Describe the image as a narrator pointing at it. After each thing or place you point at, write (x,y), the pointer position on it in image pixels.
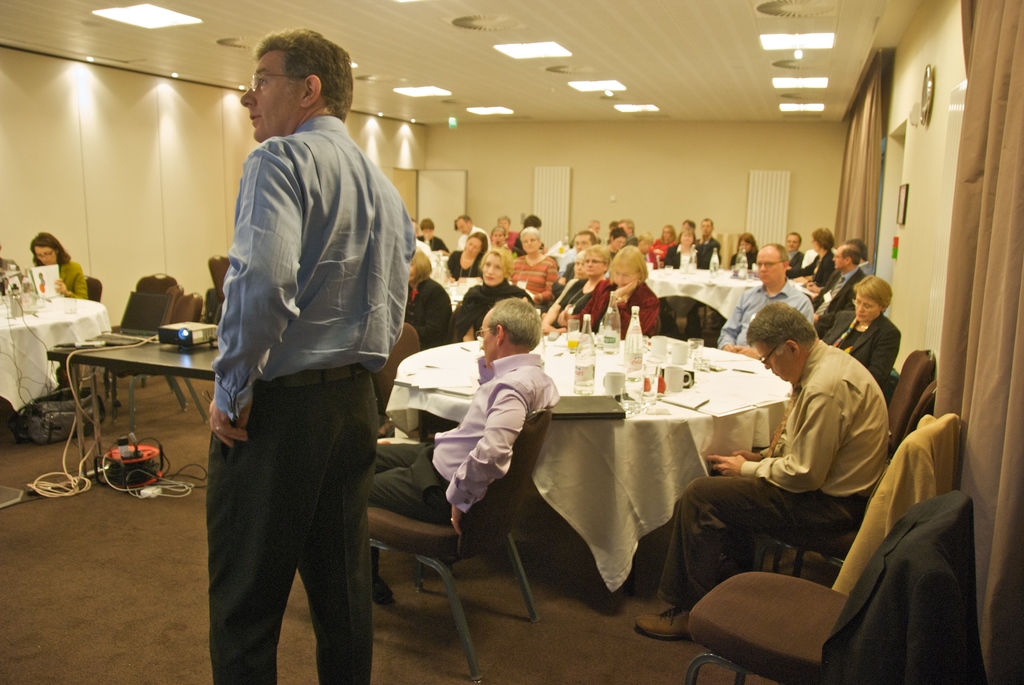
In this image there are group of people (422,317) who are sitting on a chair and some tables (706,286) are there, and on the table (618,359) there are some bottles (633,358) and cups (672,372) and some books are there and on the left side (104,358) there is one table (76,362). On that table (202,356) there is one projector (171,328) and some wires (107,452) are there on the top (213,36) there is ceiling (127,27) and some lights (134,14) are there and in the center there is one person (252,318) who is standing. On the right side (978,151) there is a wall (917,185) and two curtains (959,279) are there.
